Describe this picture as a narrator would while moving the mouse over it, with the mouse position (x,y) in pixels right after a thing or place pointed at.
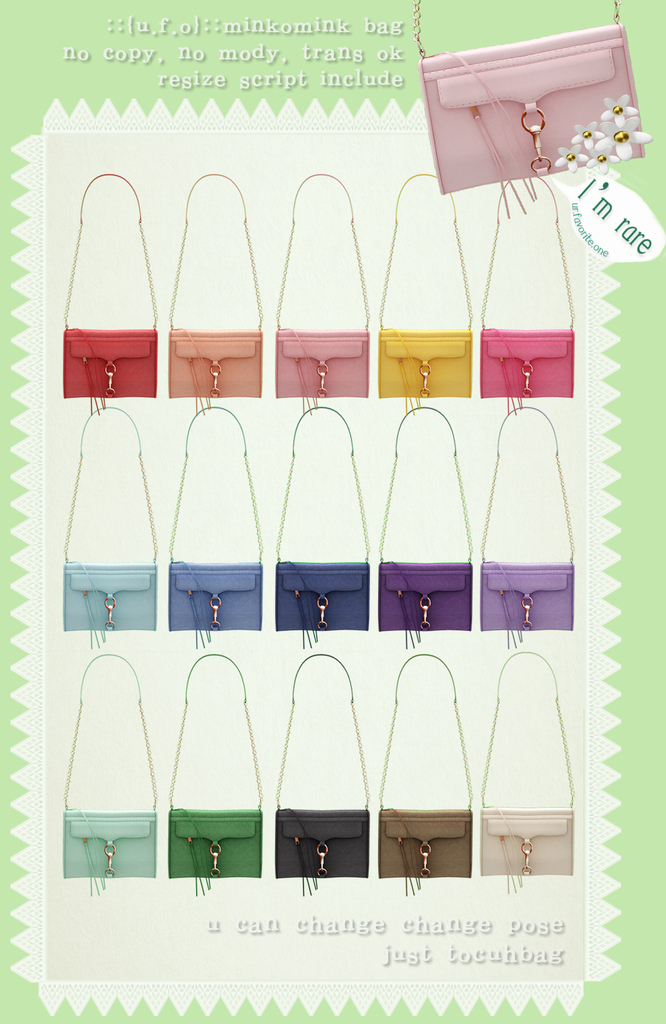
This is an advertisement. In this picture we can see the bags (454,88) and text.
